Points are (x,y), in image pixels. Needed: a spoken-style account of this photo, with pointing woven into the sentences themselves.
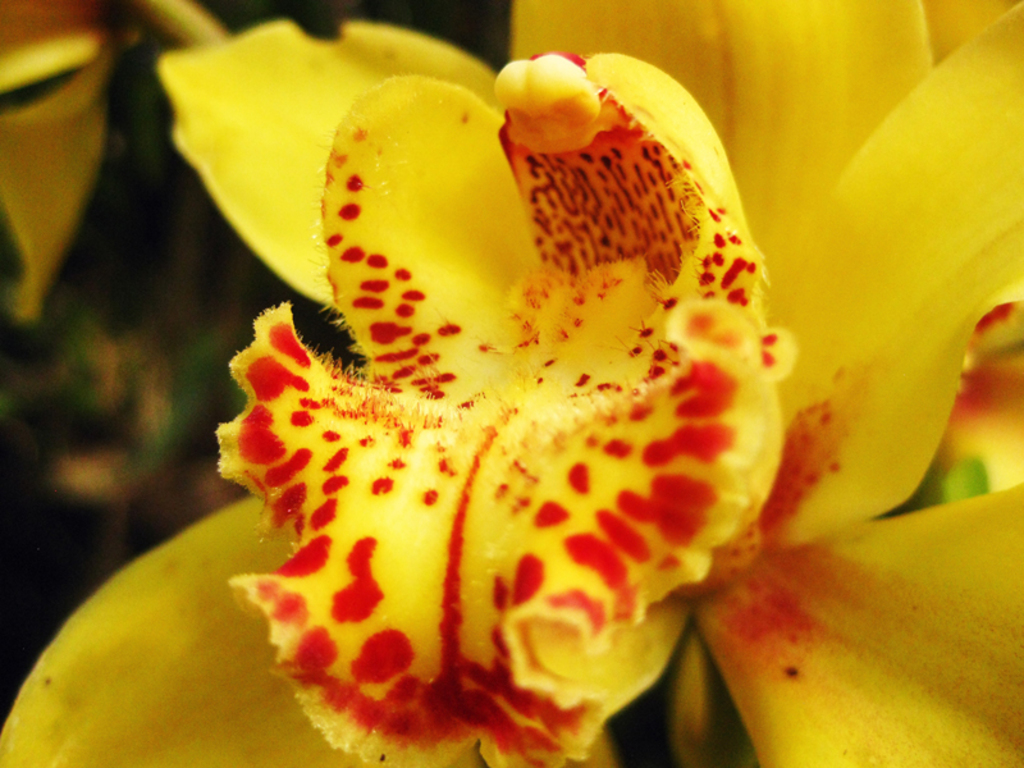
In this image we can see a flower (610,554). In the background of the image (123,525) there is a blur background (10,469).
